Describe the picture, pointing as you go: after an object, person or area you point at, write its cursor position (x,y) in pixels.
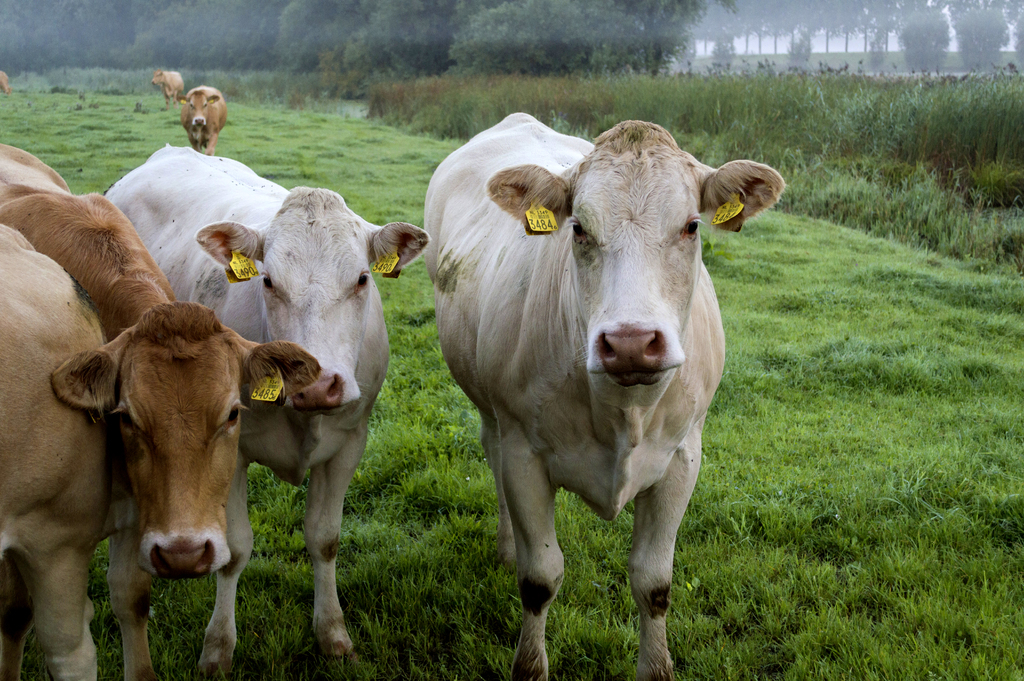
This picture is clicked outside. In the center (511,393) we can see the herd (252,237) standing on the ground (768,479) and we can see the green grass (393,132), plants (799,58), trees (458,49) and some animals (160,83).
